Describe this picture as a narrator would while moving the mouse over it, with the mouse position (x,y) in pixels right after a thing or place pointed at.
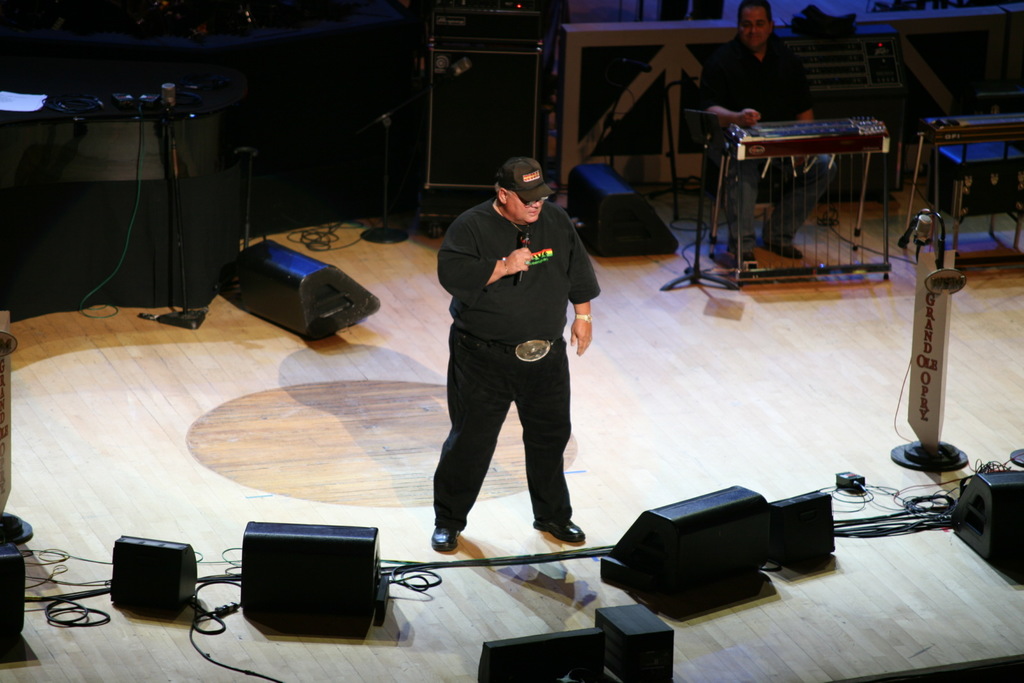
In the center of the image (527,281) there is a person (515,168) wearing a black color cap (541,174) and holding a mic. In the background of the image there is a person (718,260) sitting near a pedal steel guitar (883,138). At the bottom of the image (786,613) there is a wooden flooring (836,641). There are many objects (314,543) in the image.
